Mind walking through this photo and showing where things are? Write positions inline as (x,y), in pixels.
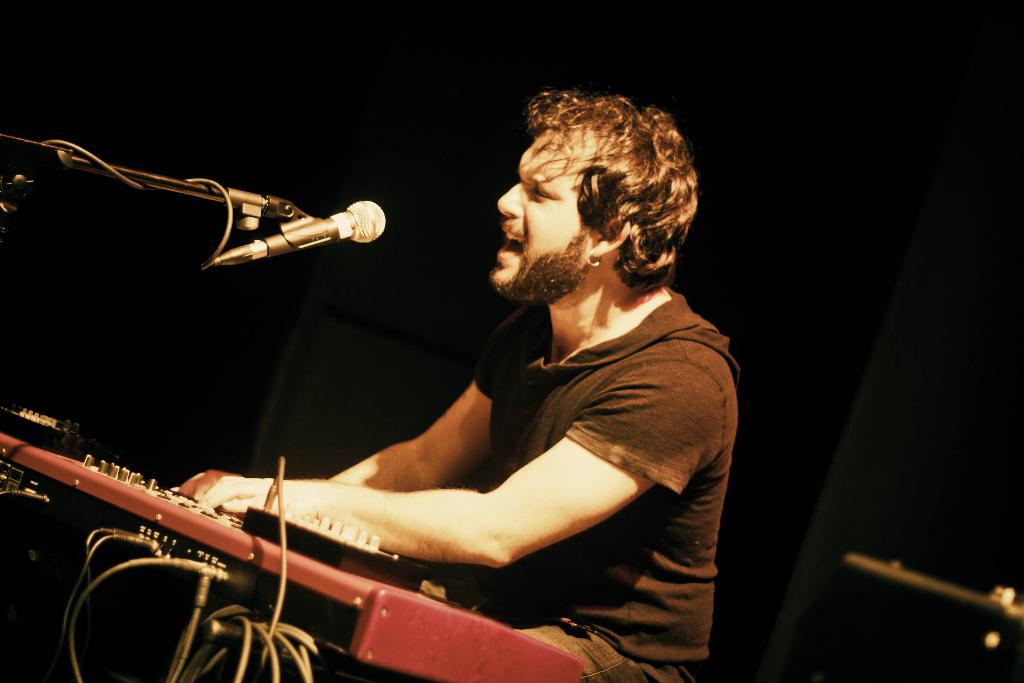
In the center of the image (540,393) a man (568,439) is sitting. On the left side of the image (224,588) we can see the music instrument (160,518) and mic (287,244) are present. In the background of the image (912,317) wall (960,309) is there.
